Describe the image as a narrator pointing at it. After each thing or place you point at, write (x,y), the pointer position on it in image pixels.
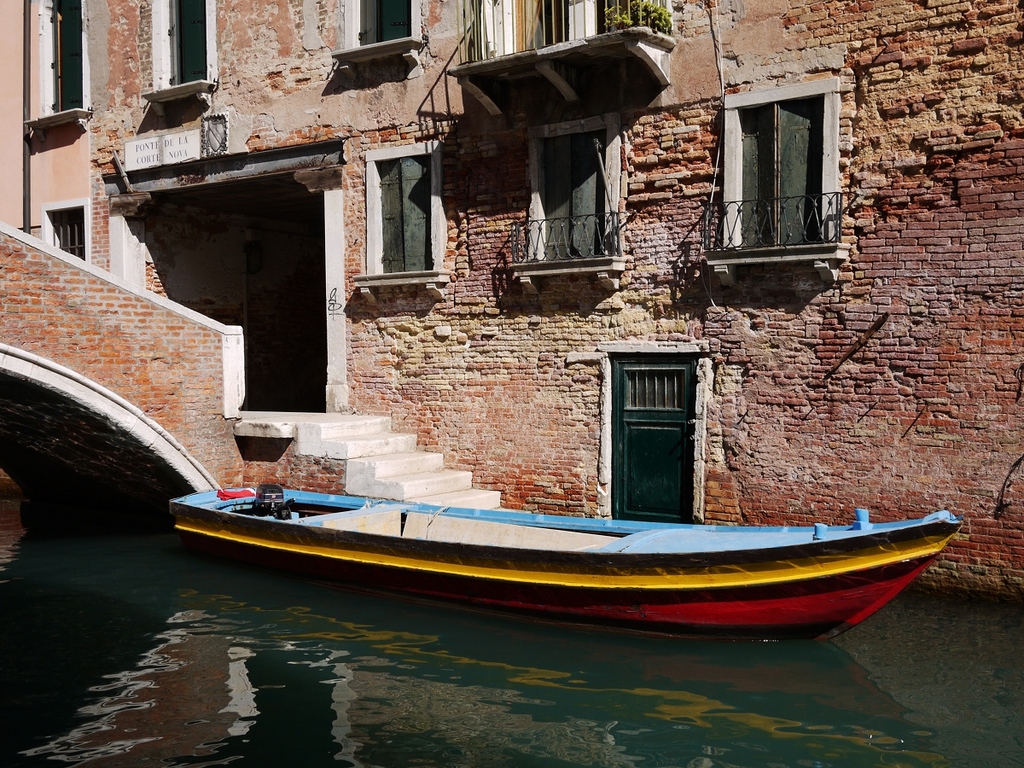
In this picture we can see water (415,730) at the bottom (385,720), there is a boat (624,600) in the water (431,738), in the background (663,215) we can see a building (681,148), there are stairs (400,467) in the middle (351,438), we can see windows (773,128) and a door (678,433) of this building (369,92).
